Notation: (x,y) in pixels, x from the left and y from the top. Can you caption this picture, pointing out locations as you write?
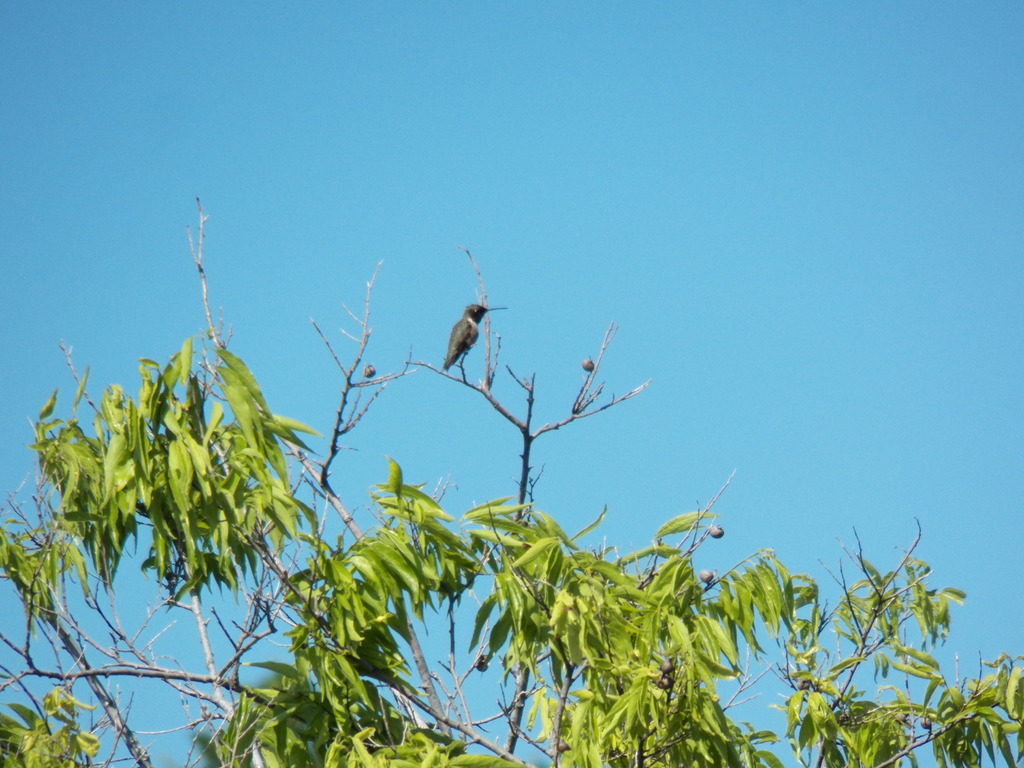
In this image a bird (463,320) is standing on the branch (433,370) of a tree (316,661) having few leaves (659,632) and fruits (714,538). In background (678,534) there is sky (647,456).
